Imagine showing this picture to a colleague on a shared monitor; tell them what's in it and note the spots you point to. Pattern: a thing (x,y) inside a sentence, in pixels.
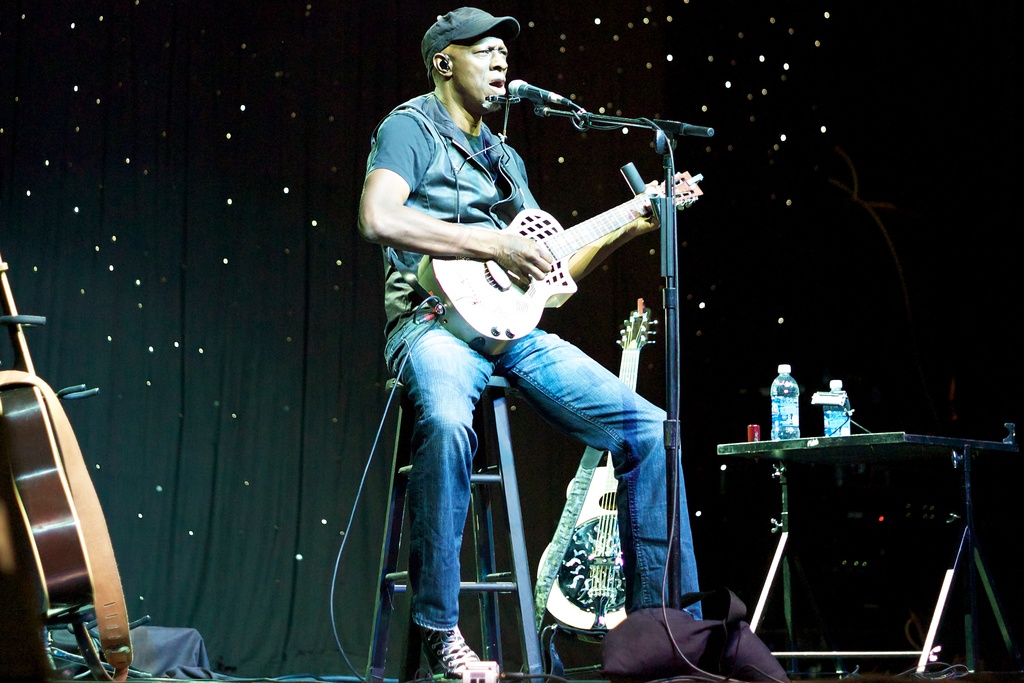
In this picture we can see a man (462,210) sitting on a chair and playing a guitar (507,274), he is also singing as we can see, there is a microphone (532,91) in front him, on the right side of the image (931,442) we can see a table (885,438) which consists of a two water bottles (825,417), in the background (327,392) there is a cloth (276,396).
